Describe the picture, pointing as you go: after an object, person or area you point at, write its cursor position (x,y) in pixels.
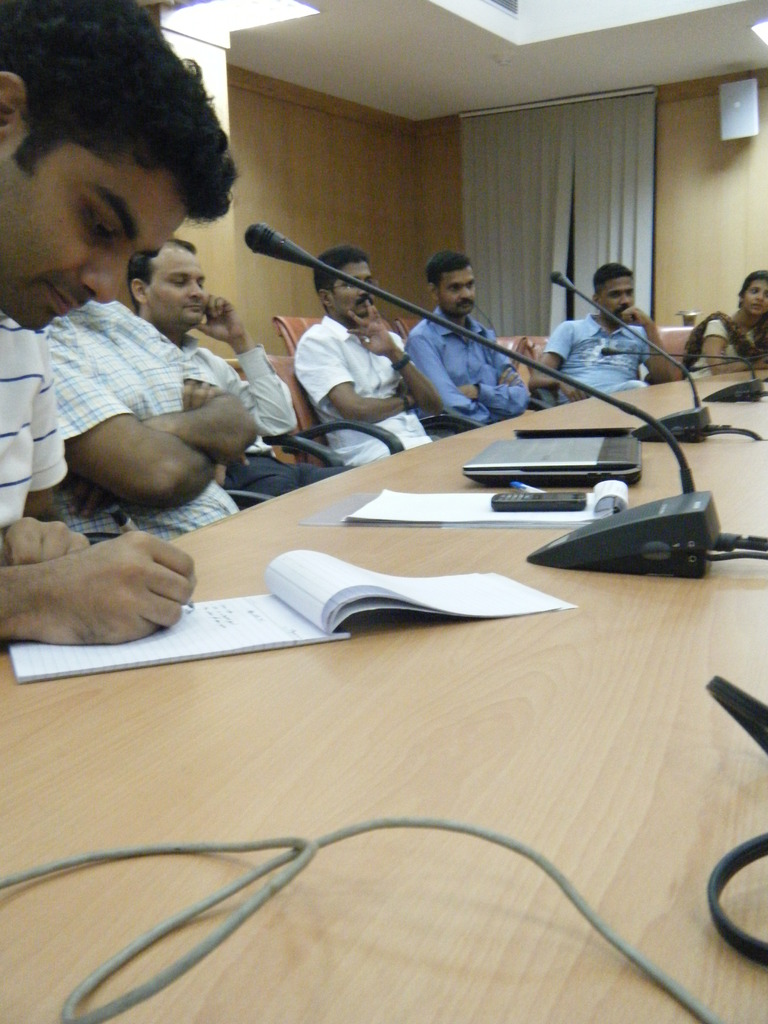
In this image there are some people (237,397) who are sitting on chairs (540,348), at the bottom (165,827) there is a table (675,771). On the table (340,920) there are some books (330,608), mobile (579,498), mikes (618,544) and some wires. In the foreground (26,560) there is one person (128,618) writing in a book (440,596), in the background (356,184) there is a wall (678,215) curtains (557,201). At the top (484,38) there is ceiling (409,38).
